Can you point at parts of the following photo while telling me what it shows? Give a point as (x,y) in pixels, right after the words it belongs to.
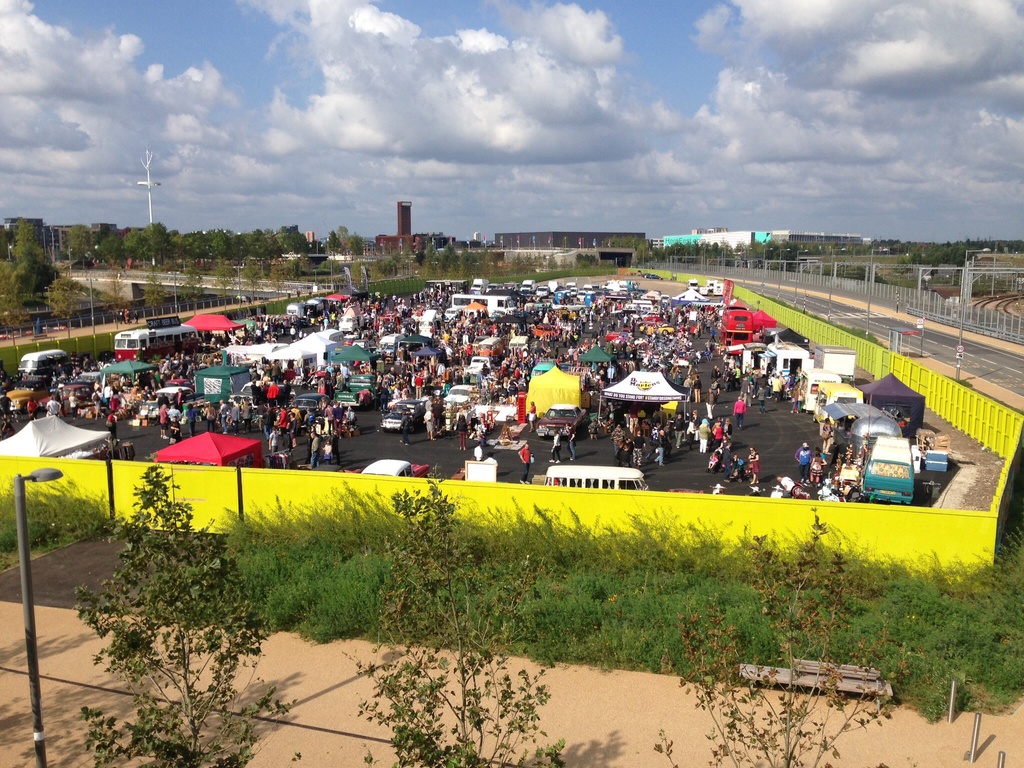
This picture is clicked outside the city. At the bottom of the picture (189,660), there are trees (122,647), street lights (39,701) and grass (676,620). Behind that, we see a yellow color fence (709,529) and there are people (690,426) standing behind that, Beside them, there are huts (570,385), tents (541,413) and vehicles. Beside that, we see a road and we even see a bridge (149,296), poles (93,308) and street lights (92,302). There are many trees (573,267) and building (768,239) in the background (24,303). At the top of the picture (392,135), we see the sky (616,117).
